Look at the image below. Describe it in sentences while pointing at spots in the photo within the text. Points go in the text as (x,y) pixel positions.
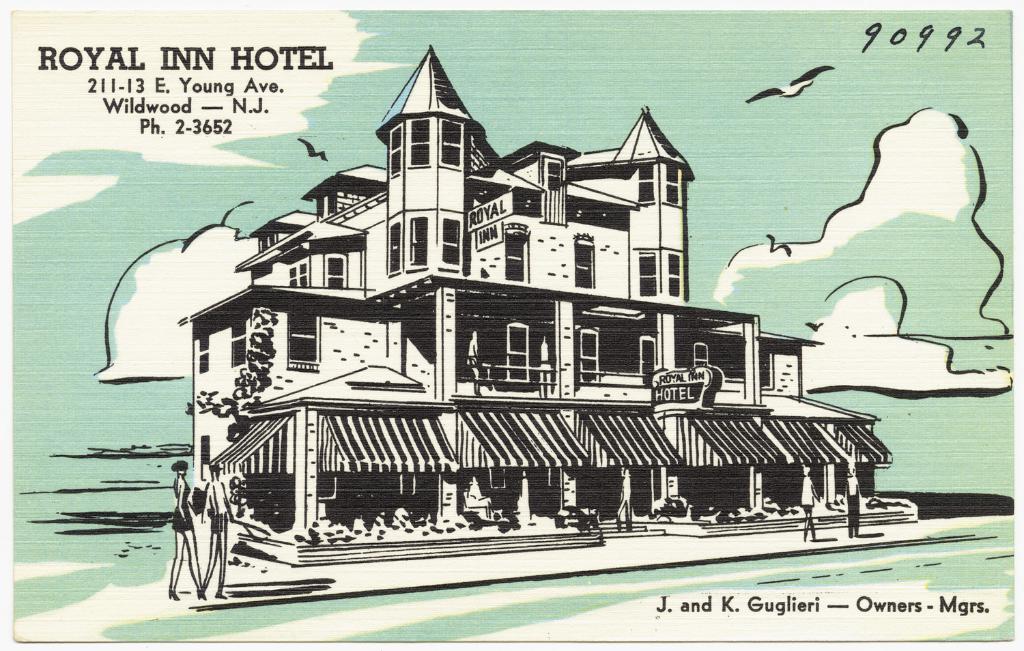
In this image we can see one painting poster (143,163). There are some clouds (915,180), birds (315,154), some text (948,599) and numbers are in the poster (164,269), one big hotel building (604,473) and some people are in front of the hotel (615,428).
